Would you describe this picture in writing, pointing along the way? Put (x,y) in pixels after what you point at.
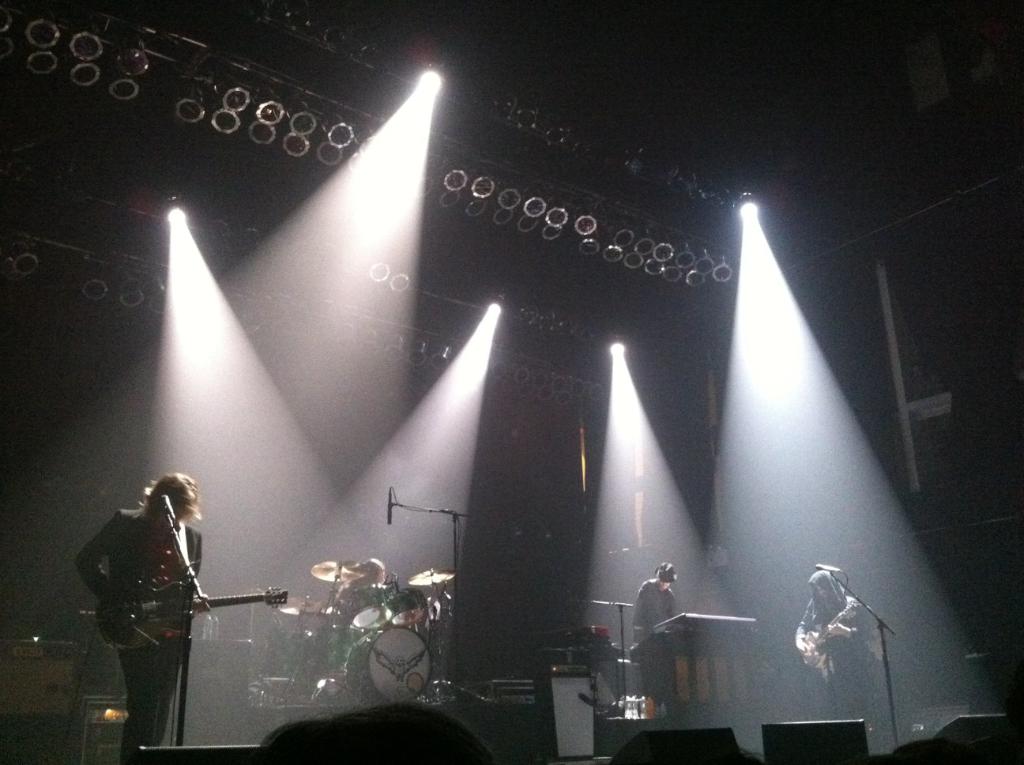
In this image I can see few people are holding musical instruments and they are on the stage (280,721). I can see few mics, stand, lights (183,334), few musical instruments (735,657) and black background (57,350).
